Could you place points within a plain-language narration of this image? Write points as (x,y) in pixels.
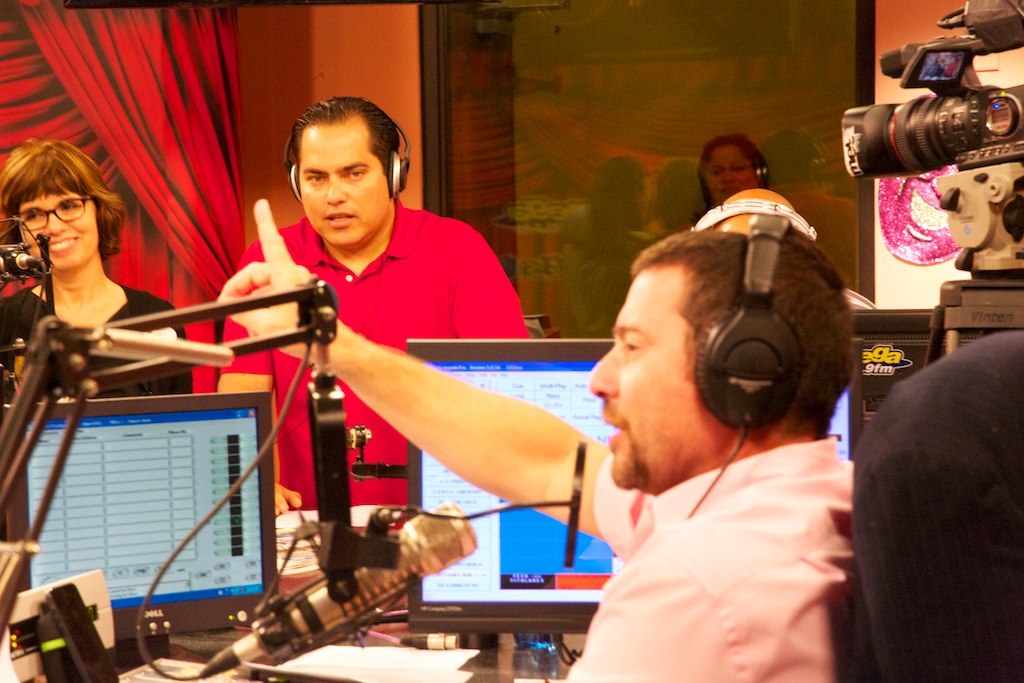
In this picture at the bottom (621,459) there is one person (816,580) and he wore a headset (762,418) and on the left side (317,322) there is a mike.
